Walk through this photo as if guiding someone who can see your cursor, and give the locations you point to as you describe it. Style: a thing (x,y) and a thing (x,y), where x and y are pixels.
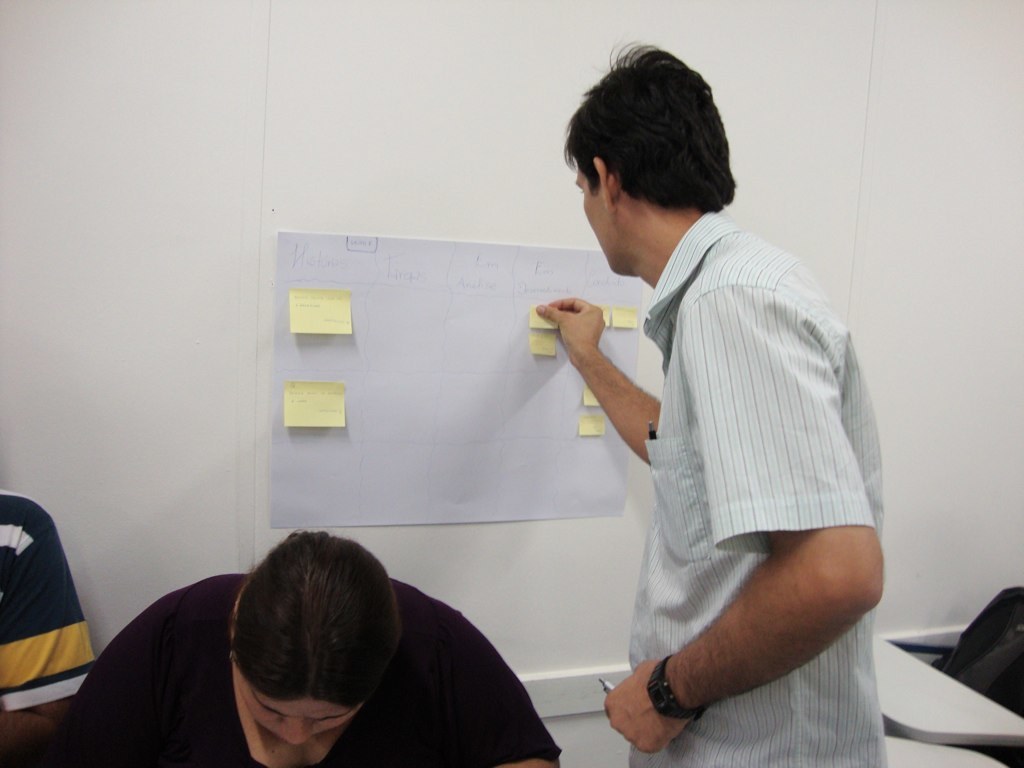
In this picture I can see two persons (150,702) sitting, there is a man (746,368) standing and sticking a paper (551,313) on the another paper (469,299), which is on the wall (499,574) and there are some objects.
